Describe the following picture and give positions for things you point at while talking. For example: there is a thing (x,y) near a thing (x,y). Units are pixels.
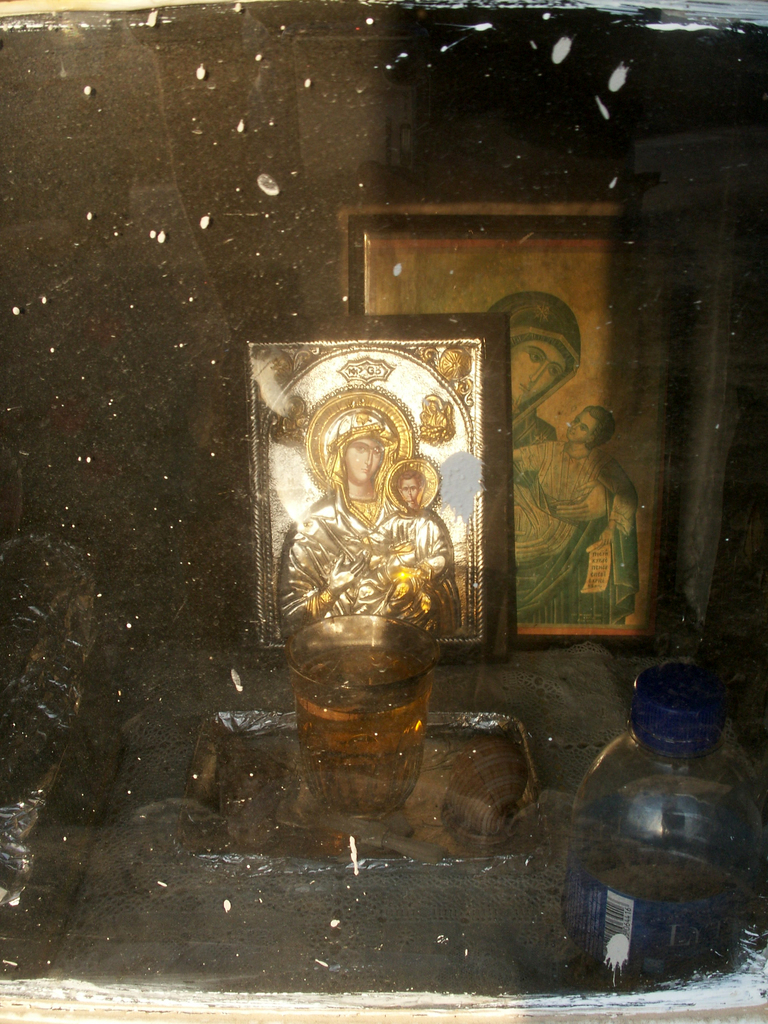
This is table (218,931). On the table (416,919) there is a glass (335,699), tray (286,816), bottle (694,829) and photo frames (489,378).
